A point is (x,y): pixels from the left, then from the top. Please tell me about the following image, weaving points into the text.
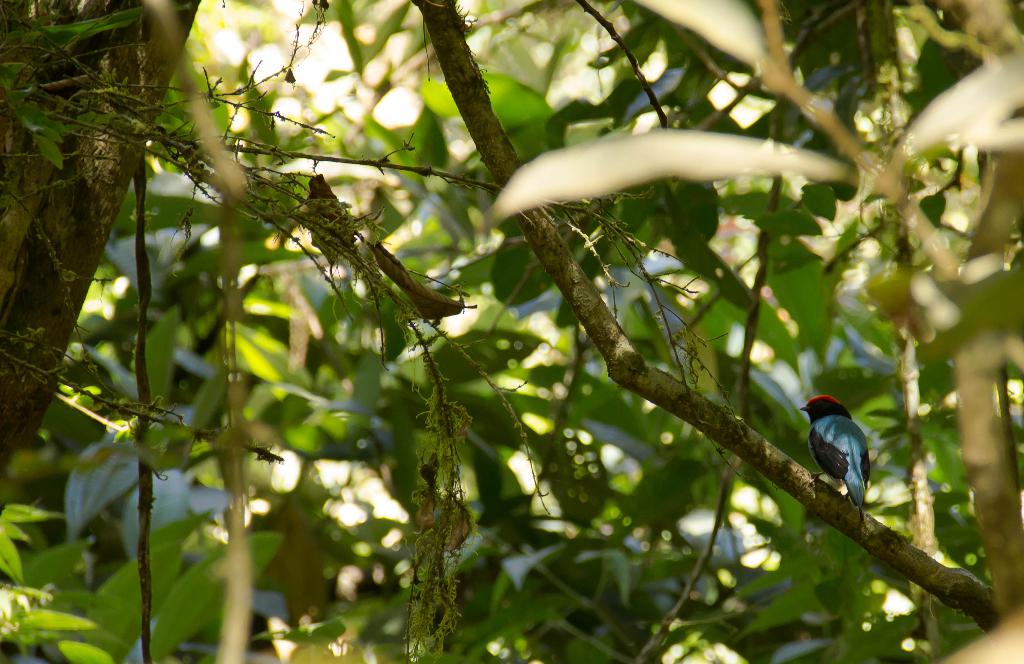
In this image there are trees (518,430), there is a bird (837,419) on the branch (874,536) of the image.
